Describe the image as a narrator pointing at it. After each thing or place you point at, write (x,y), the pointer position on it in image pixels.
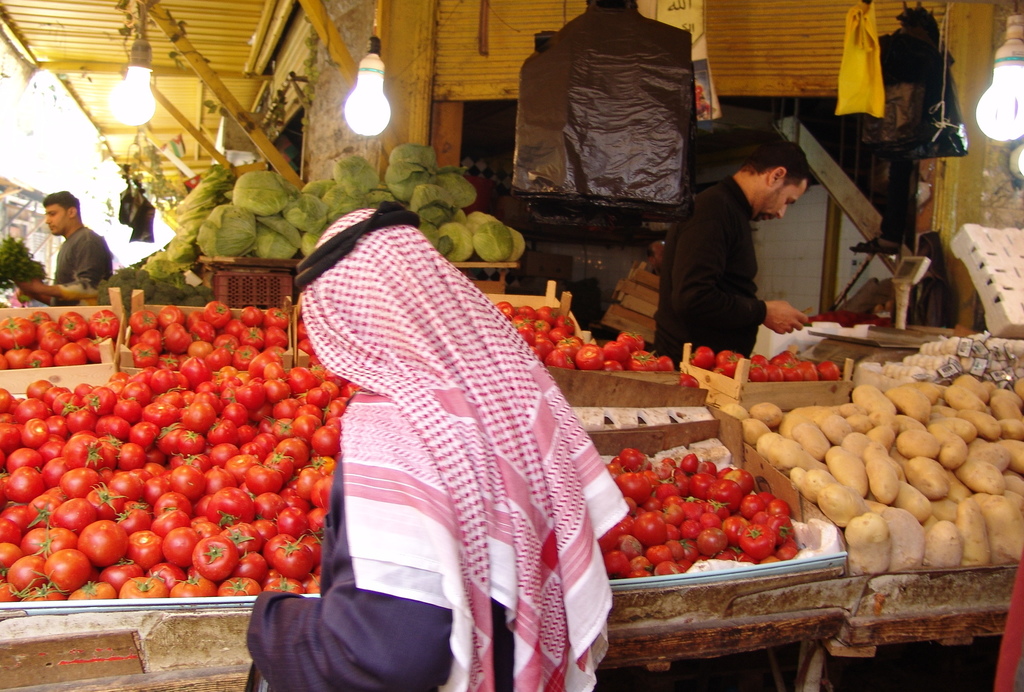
In front of the picture, we see a man (483,538) is wearing an Arabic head scarf (484,433). In front of him, we see a table (713,585) on which the tomatoes (210,375) are placed. On the right side (858,394), we see a table (912,589) on which the potatoes (939,395) and some other vegetables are placed. On the right side (969,245), we see a bulb (997,63) and a white color object (987,236). We see a man (776,150) is standing. In the middle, we see a table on which the cabbages (255,183) and some other vegetables (164,268) are placed. On the left side (64,199), we see a man (61,297) is standing and he is holding the leafy vegetables (14,283) in his hands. At the top (299,25), we see the bags (885,40), lights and the roof (85,27) of the shed (410,126).
